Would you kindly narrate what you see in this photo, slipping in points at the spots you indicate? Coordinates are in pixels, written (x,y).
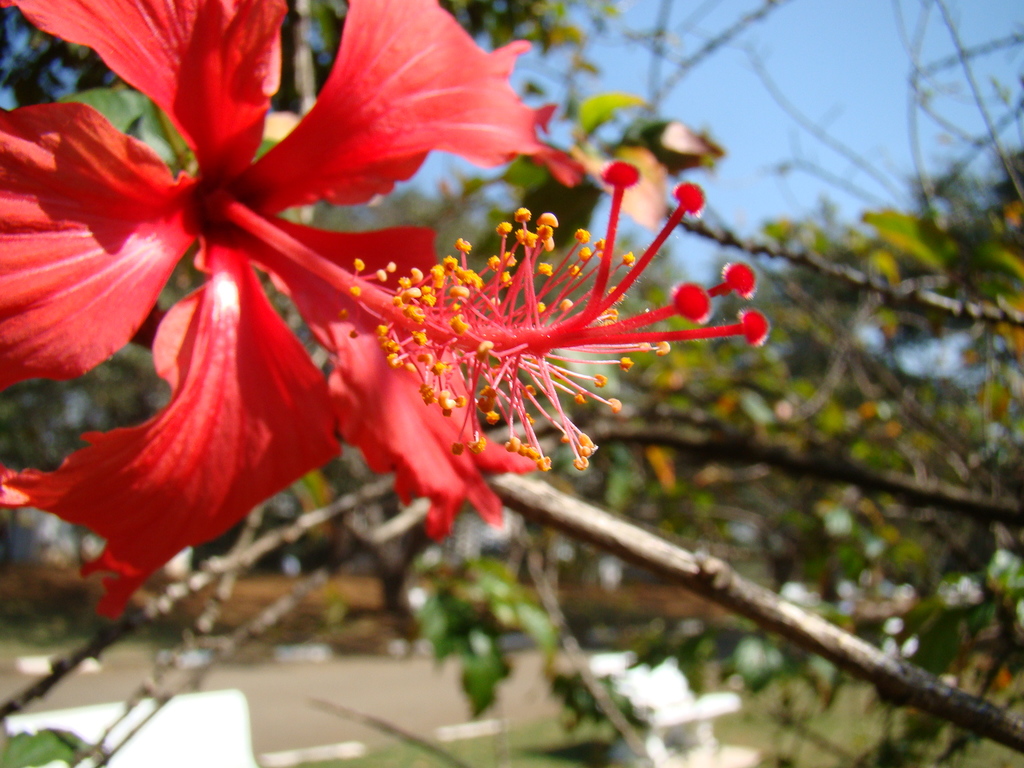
In the image there is a red color hibiscus flower (193,188) to a plant (367,119) and the background of the plant (774,249) is blur.
